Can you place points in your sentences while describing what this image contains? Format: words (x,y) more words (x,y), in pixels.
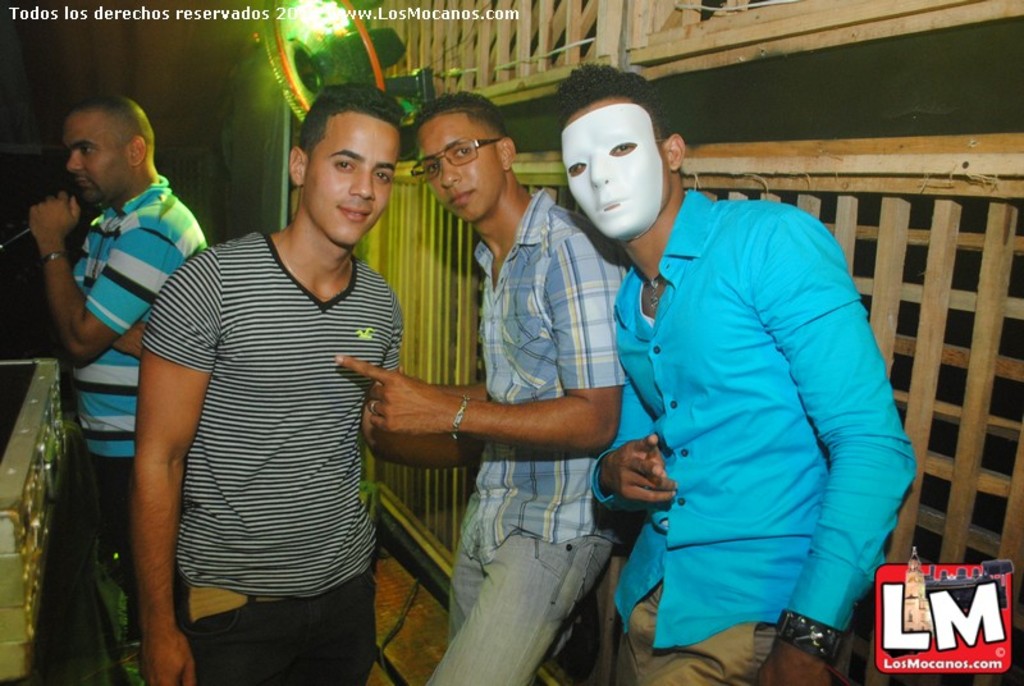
In this picture there is a group of friends (747,535) standing and giving a pose. On the right side (784,283) there is a boy (716,472) wearing blue color shirt (699,413) with white mask (641,169) is giving a pose into the camera. Behind we can see a wooden fencing grill (443,339) and green color spotlight (297,76).
